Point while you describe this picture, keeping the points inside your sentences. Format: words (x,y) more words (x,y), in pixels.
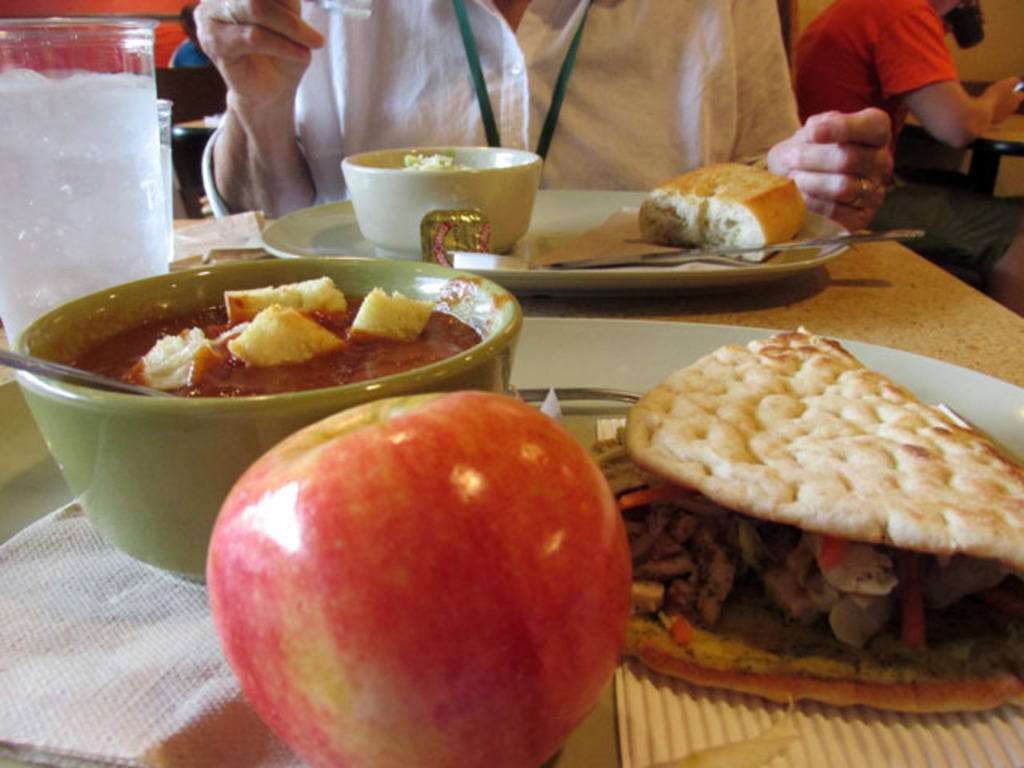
There are plates (572,427) and a bowl (383,396), which contains food items (741,388) and glasses (148,226), tissues (238,215), spoons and an apple (564,443) on the table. There are people (588,26) at the top side (557,53).
